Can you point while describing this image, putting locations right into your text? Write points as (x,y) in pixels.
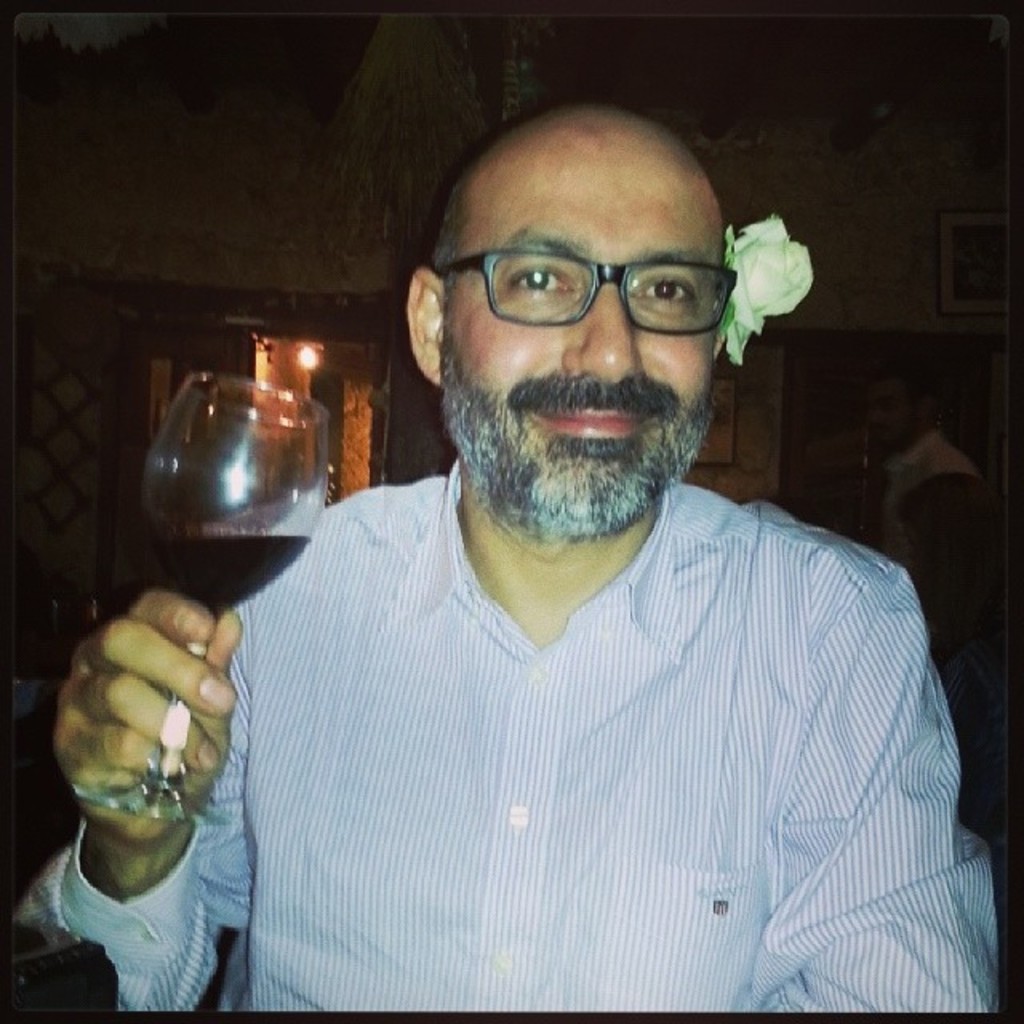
In this picture there is a person (644,319) holding the glass (276,526) and he is smiling. At the back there are two persons (991,749) and there is a frame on the wall (970,147) and there is a light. At the back (303,150) it looks like a hut (425,160).
